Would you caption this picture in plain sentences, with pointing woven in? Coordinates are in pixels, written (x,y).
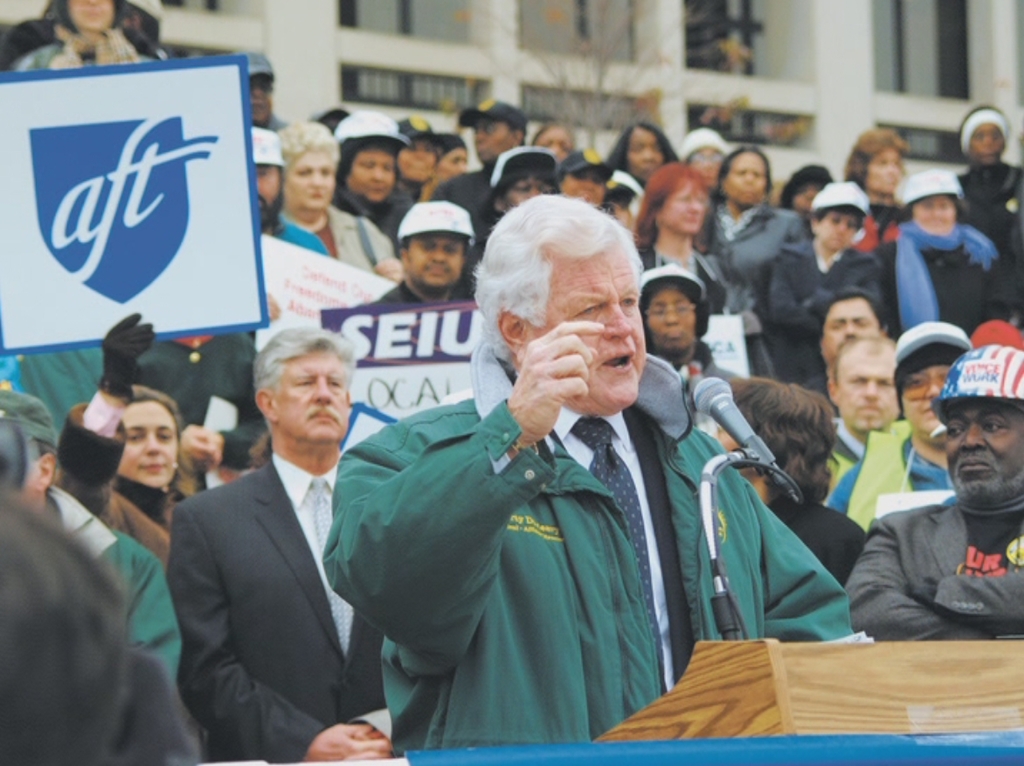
In this image we can see a crowd (317,182) standing and some of them are holding advertisement boards (225,215) in their hands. In the background (517,81) we can see buildings (547,62), trees (618,81), podium (747,694) and a mic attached to it.
